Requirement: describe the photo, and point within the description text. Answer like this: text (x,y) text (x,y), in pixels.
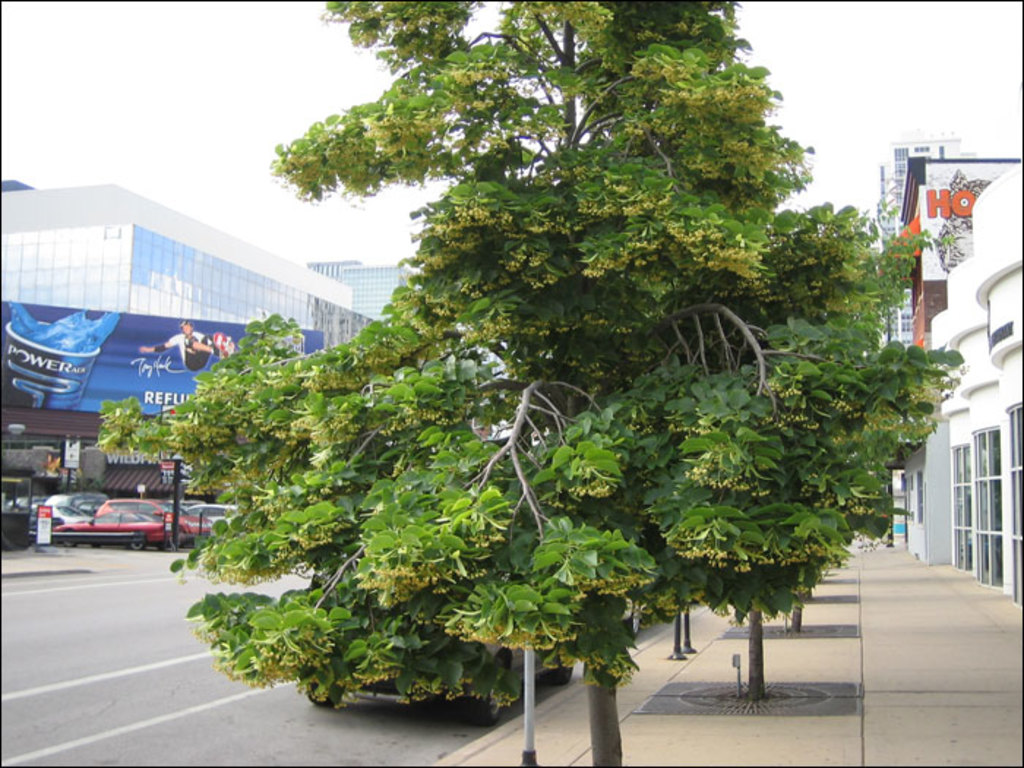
In this image in the front (509,466) there is a tree (549,467). In the background (85,528) there are cars (85,528), trees (765,600), buildings (109,464) and on the building (332,295) there is a board (136,360) with some text (161,362) written on it. On the left side (230,337) there are buildings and the sky (188,64) is cloudy.
